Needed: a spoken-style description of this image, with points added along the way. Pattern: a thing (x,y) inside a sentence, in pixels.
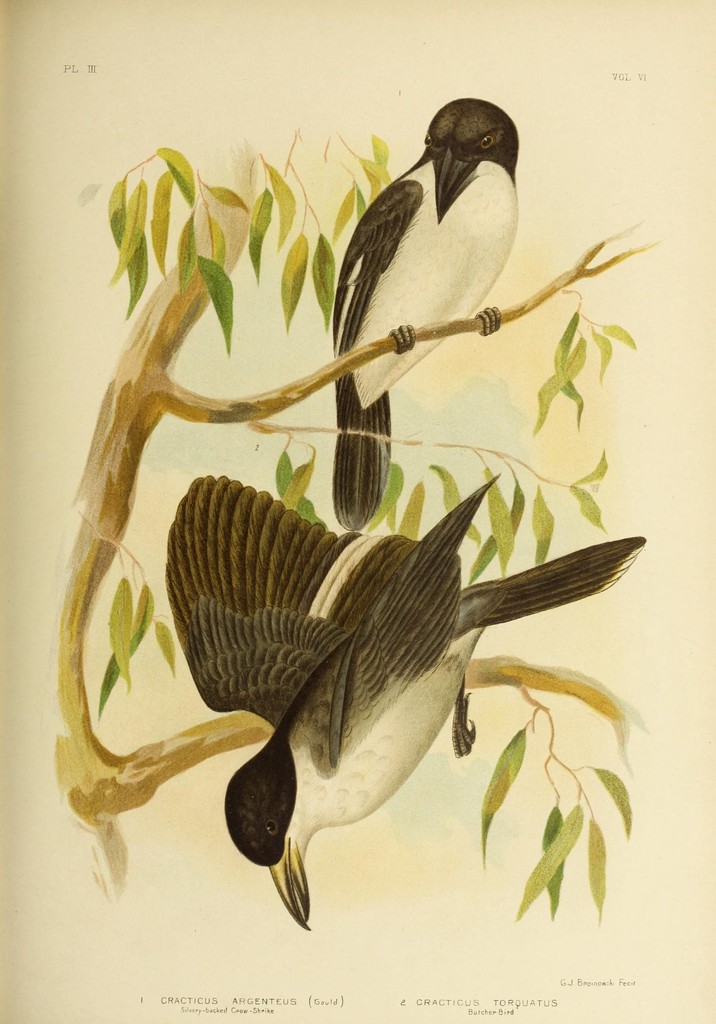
In this image we can see pictures of two birds (345,576) on the branch (240,742) of a tree (296,298). In the background (299,287), we can see group of leaves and some text (476,1014).
